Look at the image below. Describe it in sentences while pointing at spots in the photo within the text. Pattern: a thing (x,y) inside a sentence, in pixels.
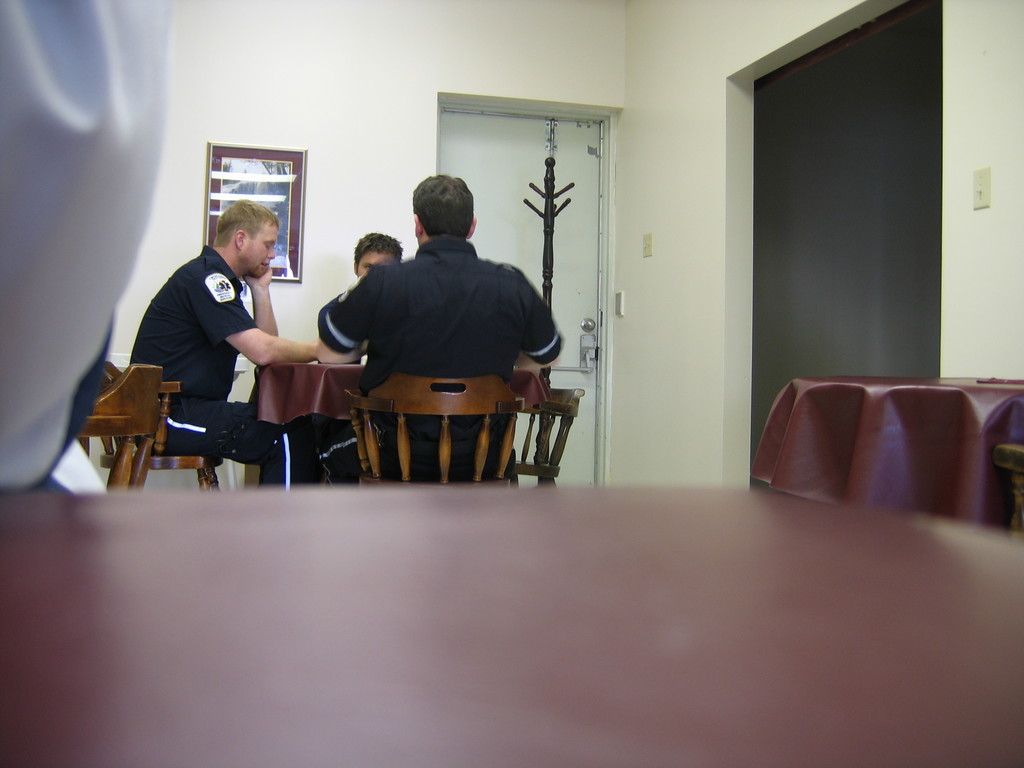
In this image I see 3 persons (317,469) who are sitting on chairs (530,408) and there are tables (438,502). In the background (333,200) I see the wall (323,208), a photo frame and the door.
